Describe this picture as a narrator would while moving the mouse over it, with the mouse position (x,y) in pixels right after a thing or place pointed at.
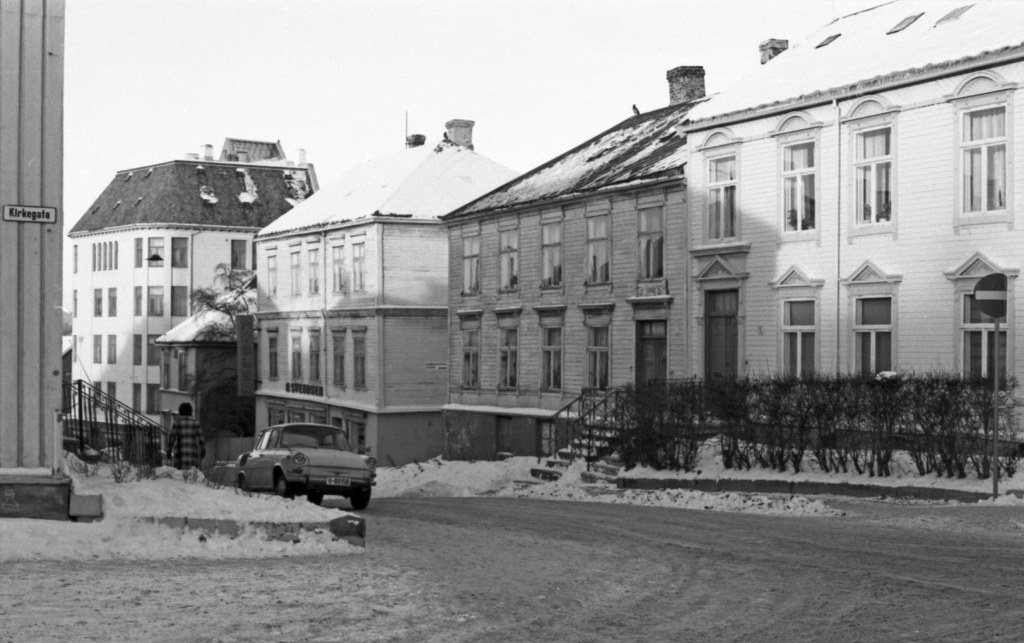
In this picture there are houses (500,311) in the center of the image (367,389) and there are plants (780,415) in the image and there is a man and a car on the left side of the image (302,441), there is a pillar (44,310) on the left side of the image (2,438), it seems to be there is snow (615,500) in the image.
